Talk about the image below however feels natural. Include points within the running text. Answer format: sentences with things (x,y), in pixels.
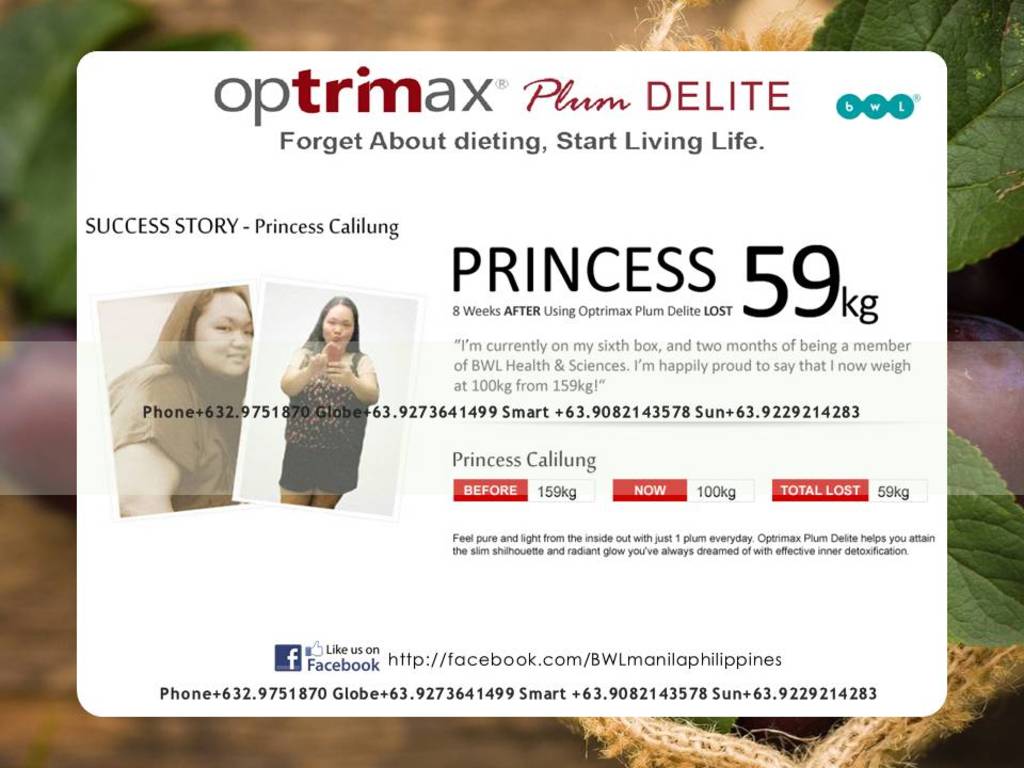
In this image I can see few pictures (347,296) and something is written on it. I can see few leaves (988,123) and the blurred background (331,733).
